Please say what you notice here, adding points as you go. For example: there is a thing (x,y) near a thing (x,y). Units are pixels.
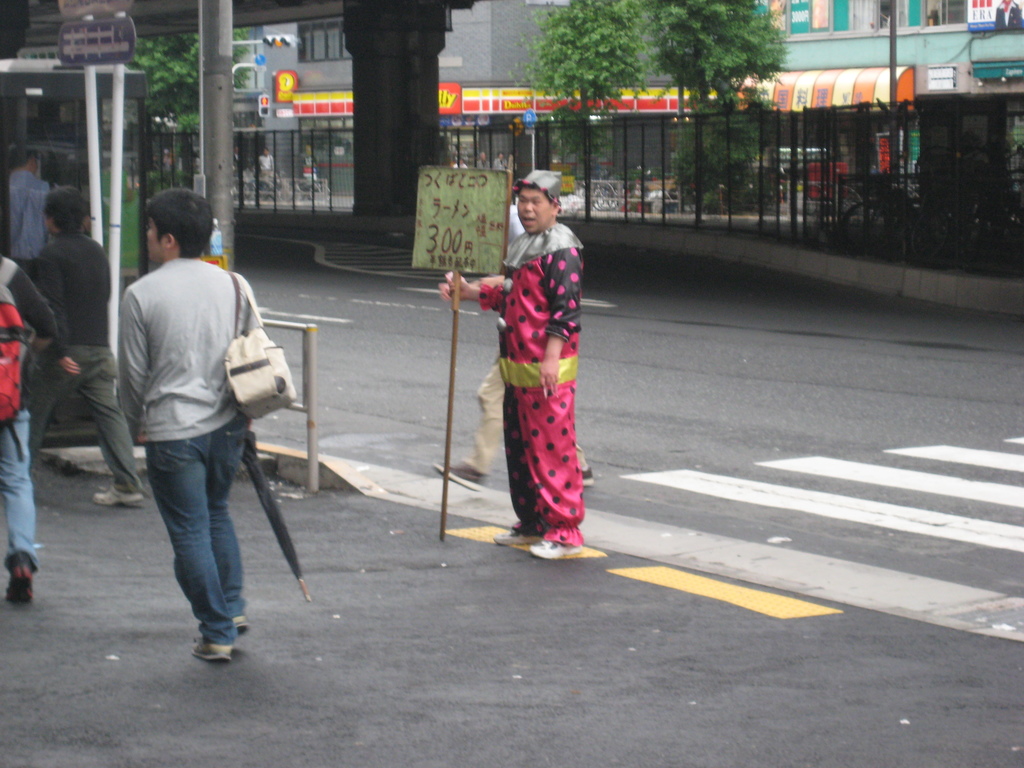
In this picture we can see few people (519,372), in the middle of the image (545,357) we can see a man (517,322), he is standing and he is holding a stick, in the background (745,169) we can see few buildings (527,51), trees (749,90), hoardings (276,85) and fence (671,150).
